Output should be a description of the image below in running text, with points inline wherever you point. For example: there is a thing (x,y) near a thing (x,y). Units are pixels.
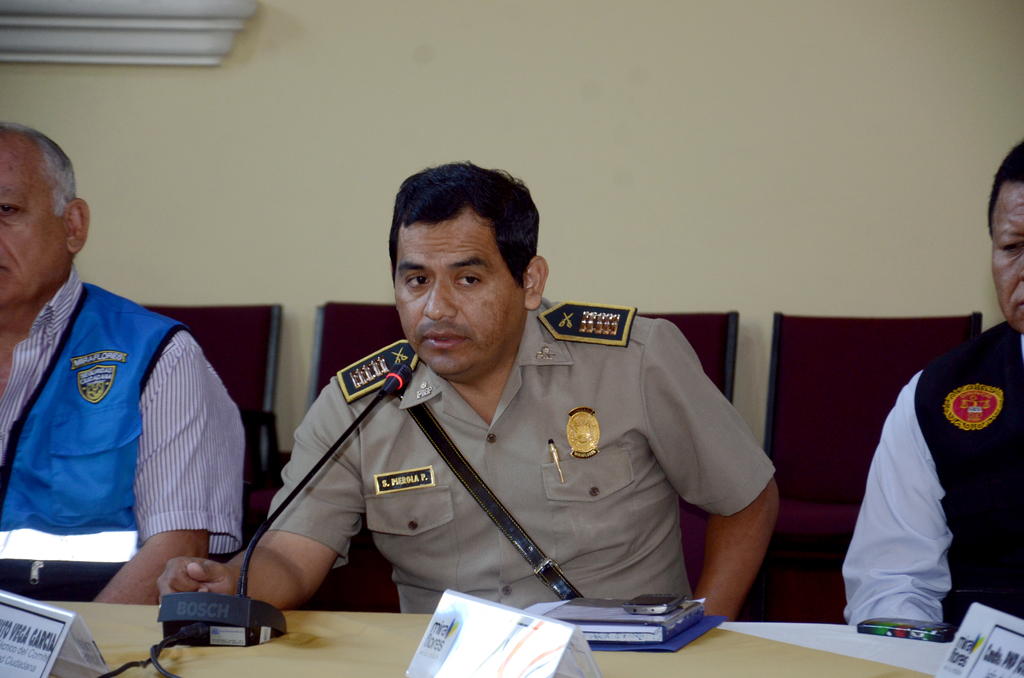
In the image I can see there are few people (419,536) sitting on chairs (728,360), in-front of them there is a table (325,670) where we can see name boards (495,651), books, mobile phone (915,627) and microphone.
